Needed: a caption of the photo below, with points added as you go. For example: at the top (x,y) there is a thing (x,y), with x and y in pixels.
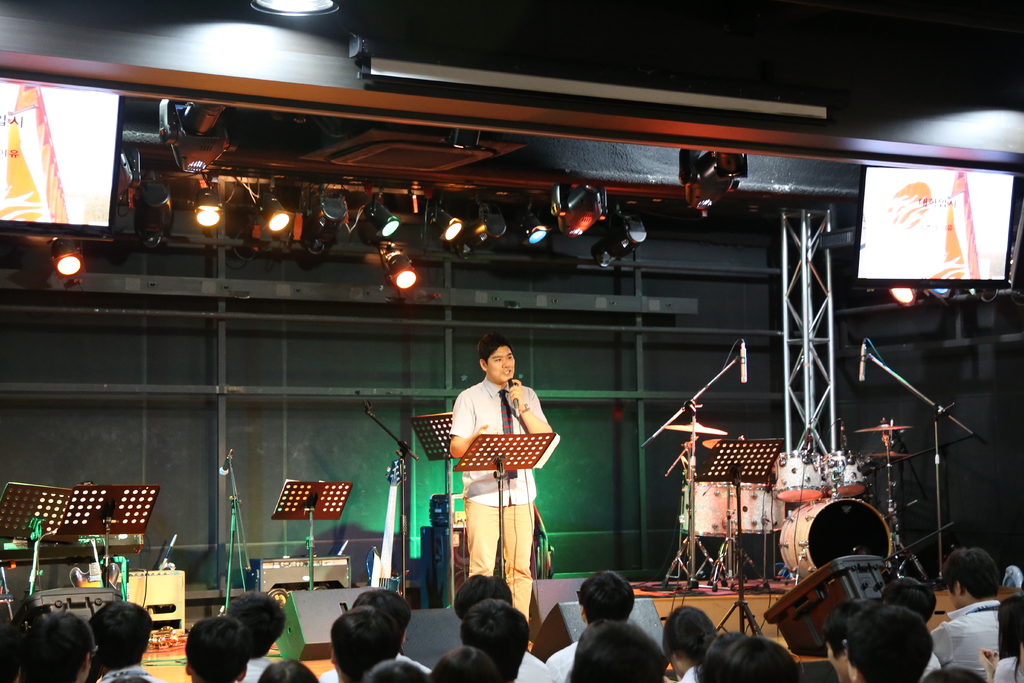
In this image there is a man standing on the stage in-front of stand (514,460), also there are some other stands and musical instruments (890,439) on the stage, in-front of the stage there are so many people (619,652) sitting also there are some lights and screens (978,191) at the roof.
